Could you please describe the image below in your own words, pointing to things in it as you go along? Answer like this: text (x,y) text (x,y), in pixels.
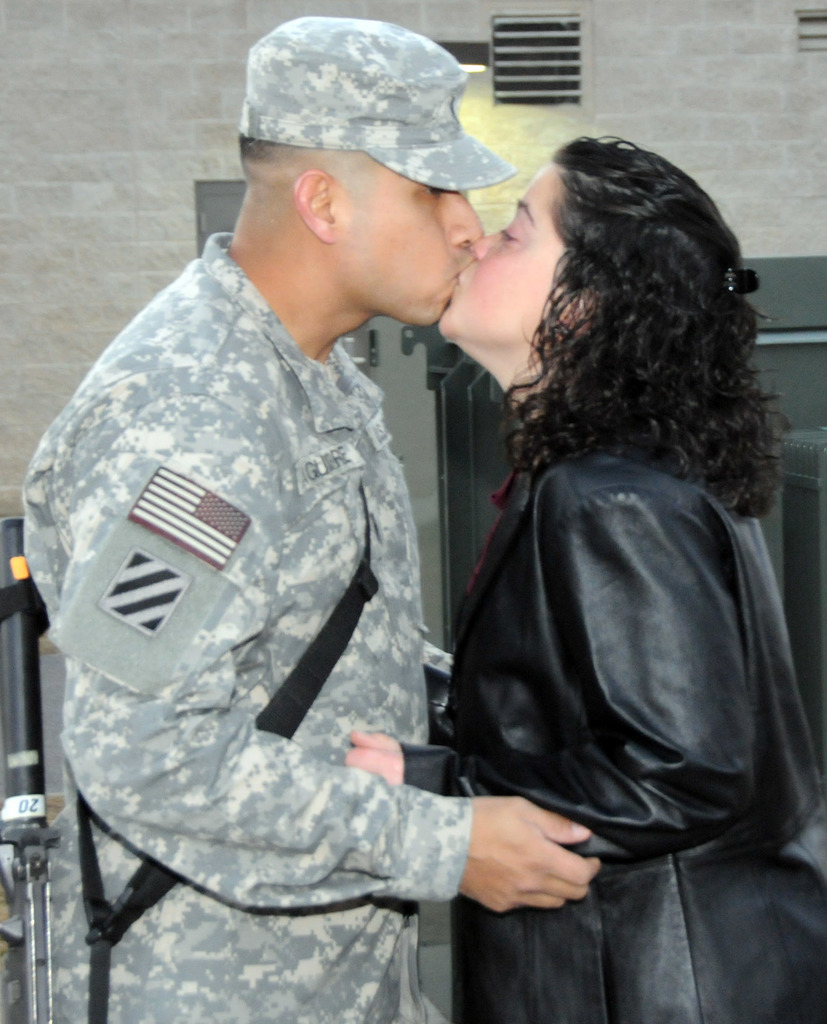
In this picture, we can see two persons (380,442) kissing each other, and we can see the wall (556,118) with door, ventilator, we can see some object (14,591) in the bottom left side of the picture (5,1014).
